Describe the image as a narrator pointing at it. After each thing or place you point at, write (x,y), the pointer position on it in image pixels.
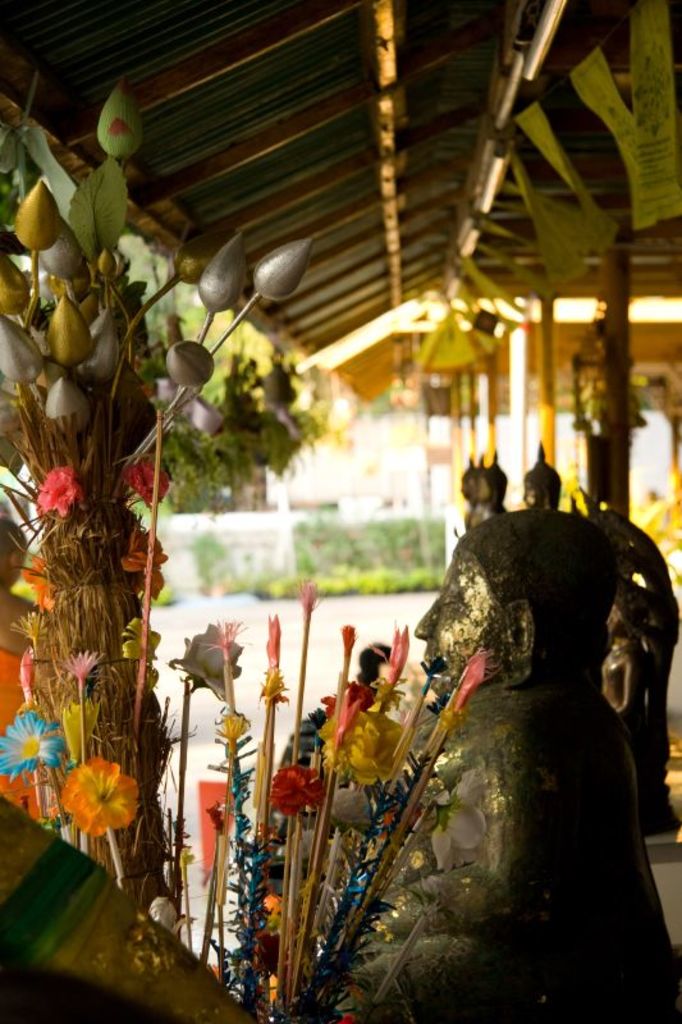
In this picture I can see sculptures (555,986), there are plastic flowers (351,648) with the sticks (258,782), those are looking like decorative flags (668,86), there are some other items (122,461), and in the background (195,455) there are plants (189,452).
